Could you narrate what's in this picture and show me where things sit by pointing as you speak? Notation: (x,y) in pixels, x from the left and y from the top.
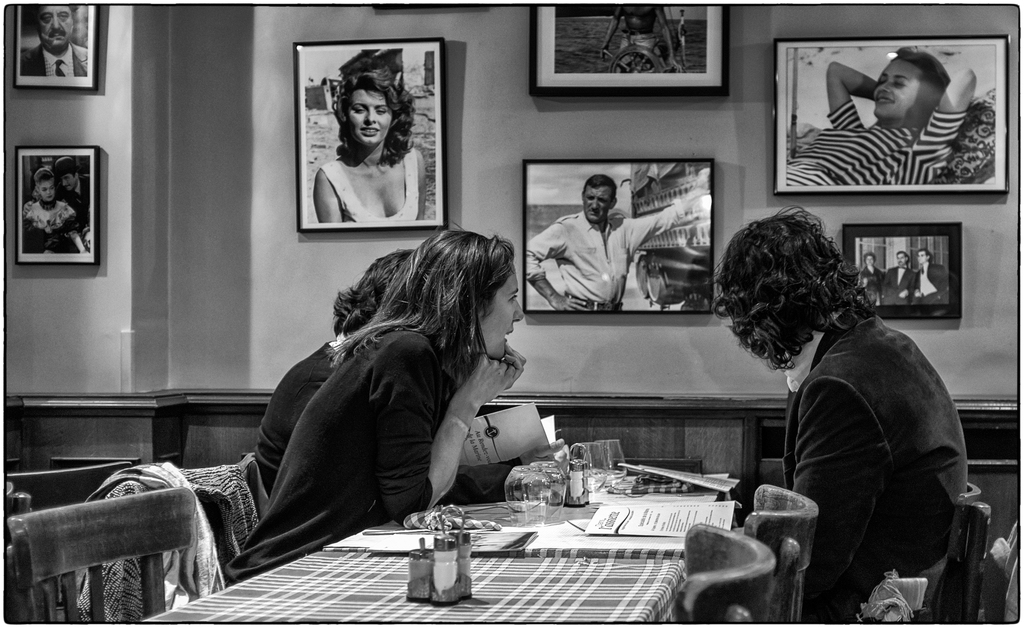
In this image, few peoples (856,384) are sat on the chair (791,545). In the middle of the image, there is a table (579,574). So many items (435,573) are placed on it. The background (876,157), there is so many photo frames (562,71). We can see wall (236,211) here. Few chairs (788,562) we can see at the bottom (80,525).
